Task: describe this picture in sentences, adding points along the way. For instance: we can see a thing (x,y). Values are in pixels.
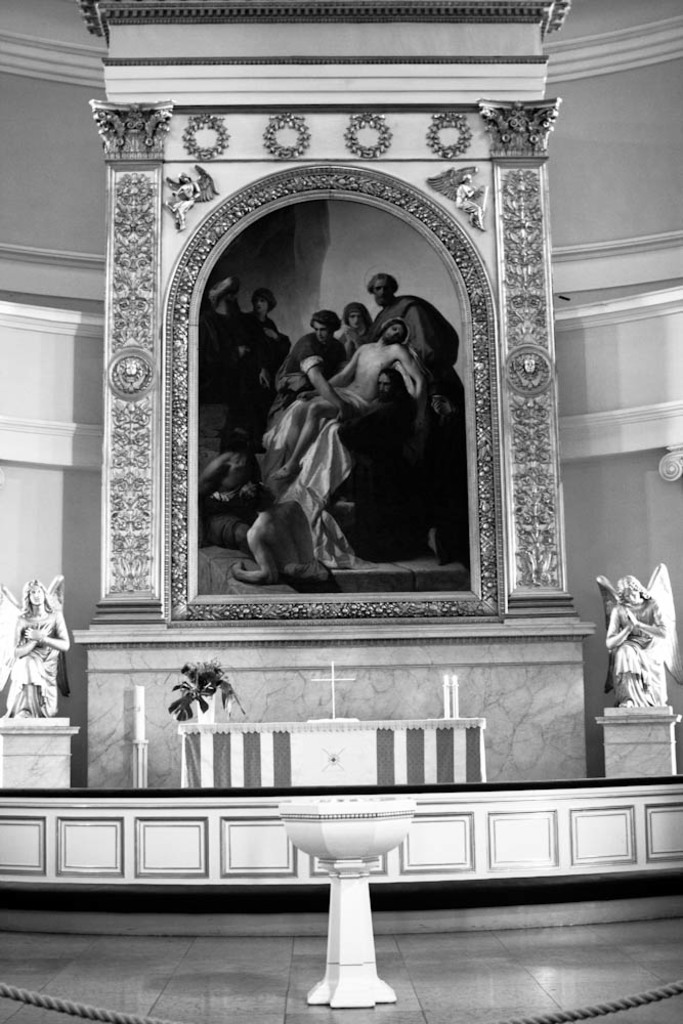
In this picture there is an image of few persons (390,412) and there is a designed wall (206,161) around it and there is a statue (60,618) on either sides of it and there are few objects (358,732) in front of the image (358,438).
